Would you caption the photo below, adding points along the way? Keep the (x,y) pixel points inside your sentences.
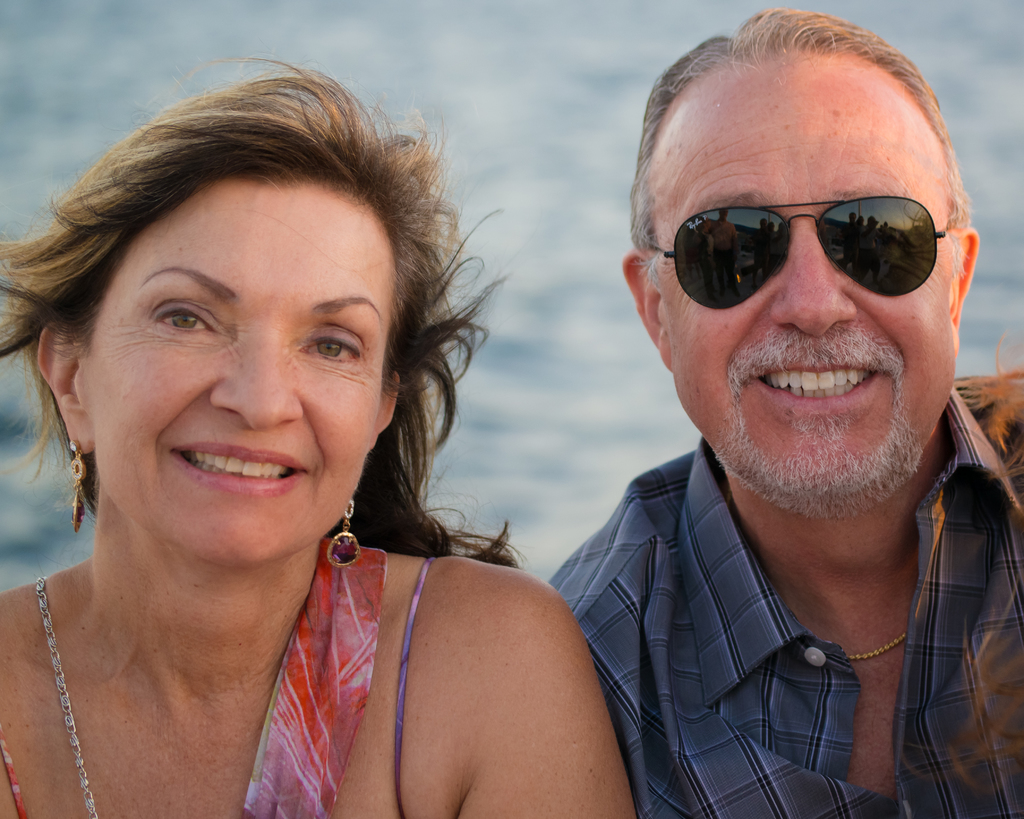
In this image I see a woman (406,494) and a man (761,407) who are smiling and I see that this man (816,389) is wearing black color shades (780,240) and I see that it is blurred in the background (527,120) and I see that this man (778,436) is wearing a shirt (750,661).
